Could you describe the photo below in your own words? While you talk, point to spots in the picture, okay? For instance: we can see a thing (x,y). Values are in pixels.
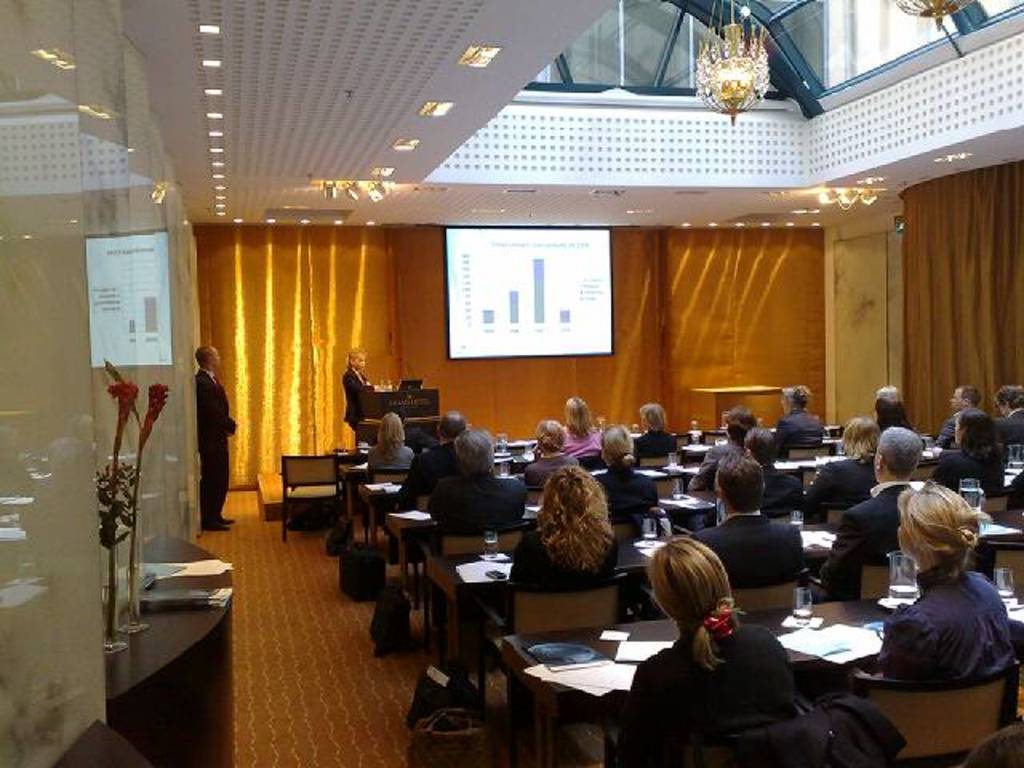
In this image there are so many people (927,607) sitting on chairs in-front of table (548,687) where we can see there are some papers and glasses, also there is a projector screen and few people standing in-front of them and there is a chandelier (701,80) hanging at the roof (633,90).
